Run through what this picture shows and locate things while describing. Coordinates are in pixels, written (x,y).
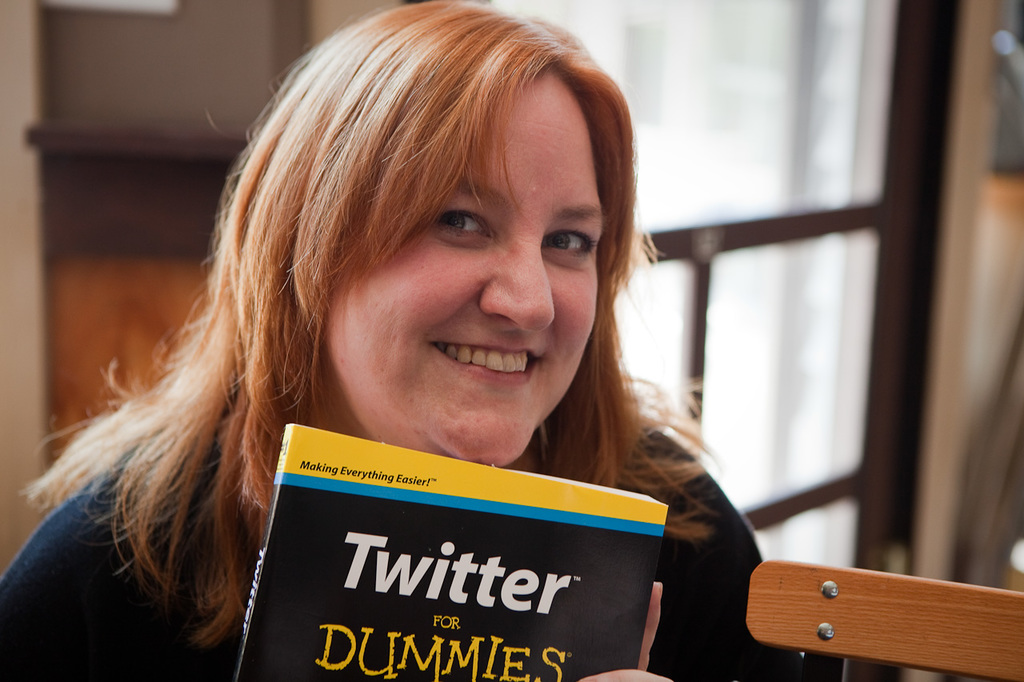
In this image we can see a person (416,424) holding a book (468,521). On the right side of the image (809,611) it looks like an object (995,622). In the background of the image (737,132) there is a wall (13,32) and some other objects (176,149).
